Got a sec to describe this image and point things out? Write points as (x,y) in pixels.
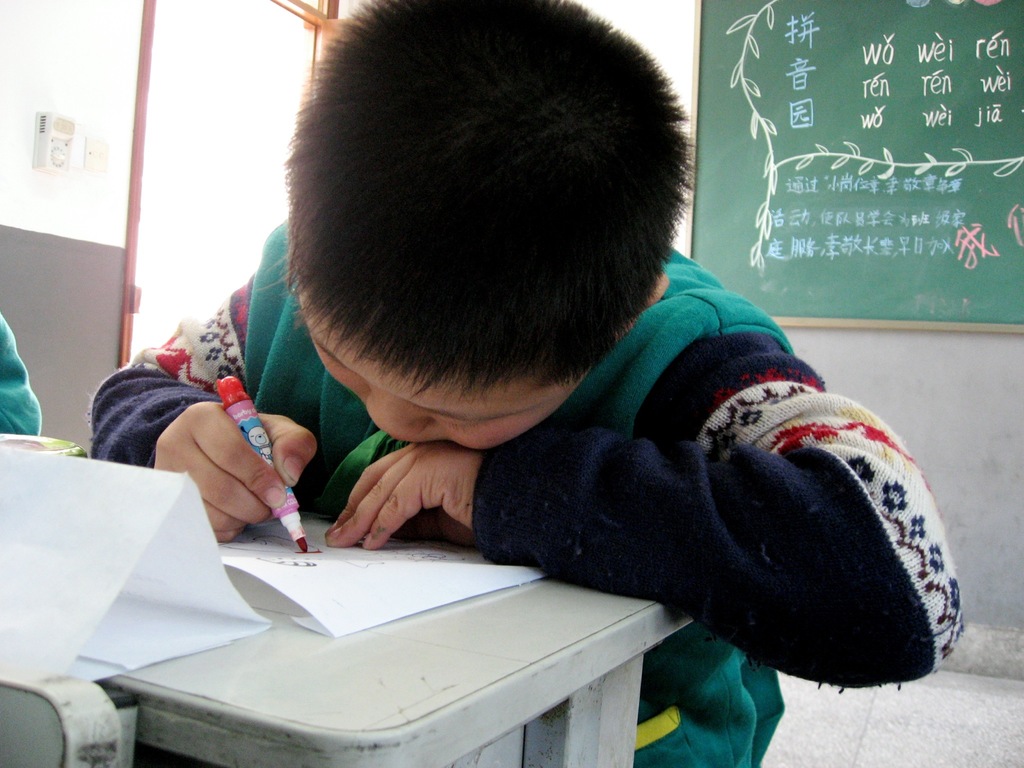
This picture is of inside the room (750,474). In the foreground (619,507) there is a boy (585,418) sitting, drawing something on a paper (395,583) and there is a table (403,671) on the top of which some papers (152,574) are placed. In the background (114,64) we can see a wall (110,16), door (222,42), green color board (910,43).
